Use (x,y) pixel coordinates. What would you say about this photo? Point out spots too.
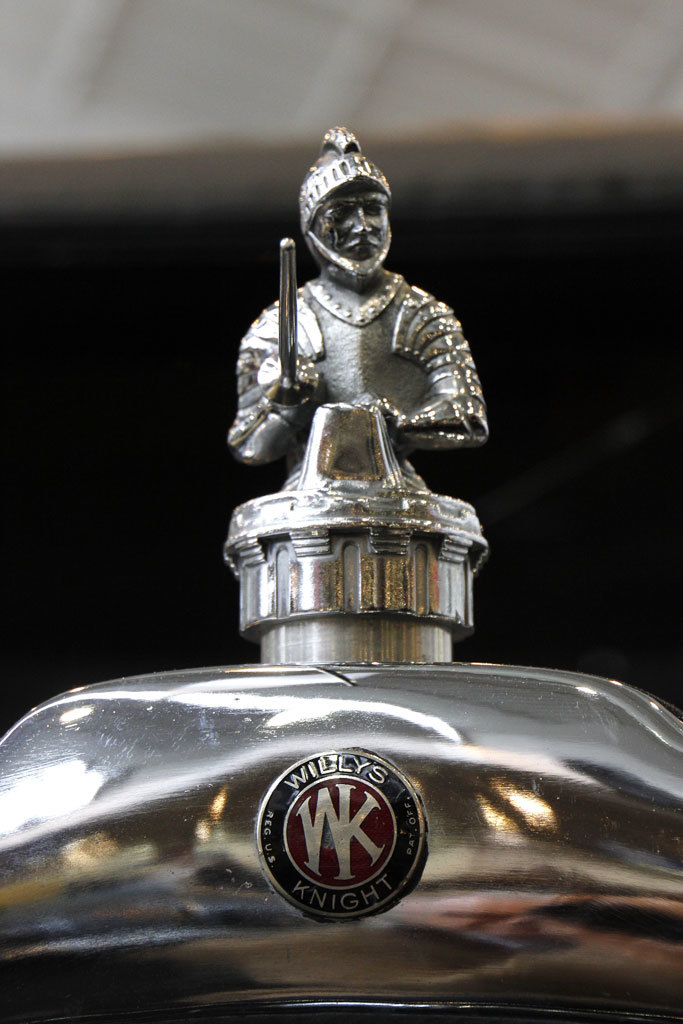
There is a statue (312,421) of a person (305,403) wearing helmet (306,236) and holding something. In the front (315,813) there is a logo (305,836).
